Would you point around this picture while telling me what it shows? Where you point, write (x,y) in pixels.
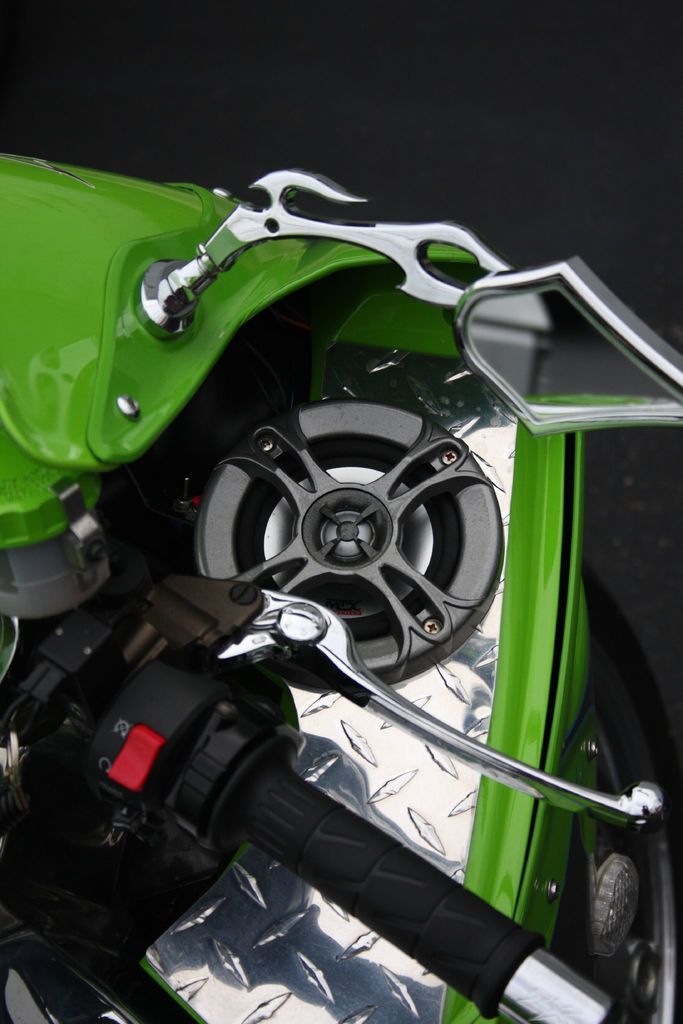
In this image I can see a green colour vehicle (291,434) and I can also see a handle (104,794) and a mirror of this vehicle (172,425).
